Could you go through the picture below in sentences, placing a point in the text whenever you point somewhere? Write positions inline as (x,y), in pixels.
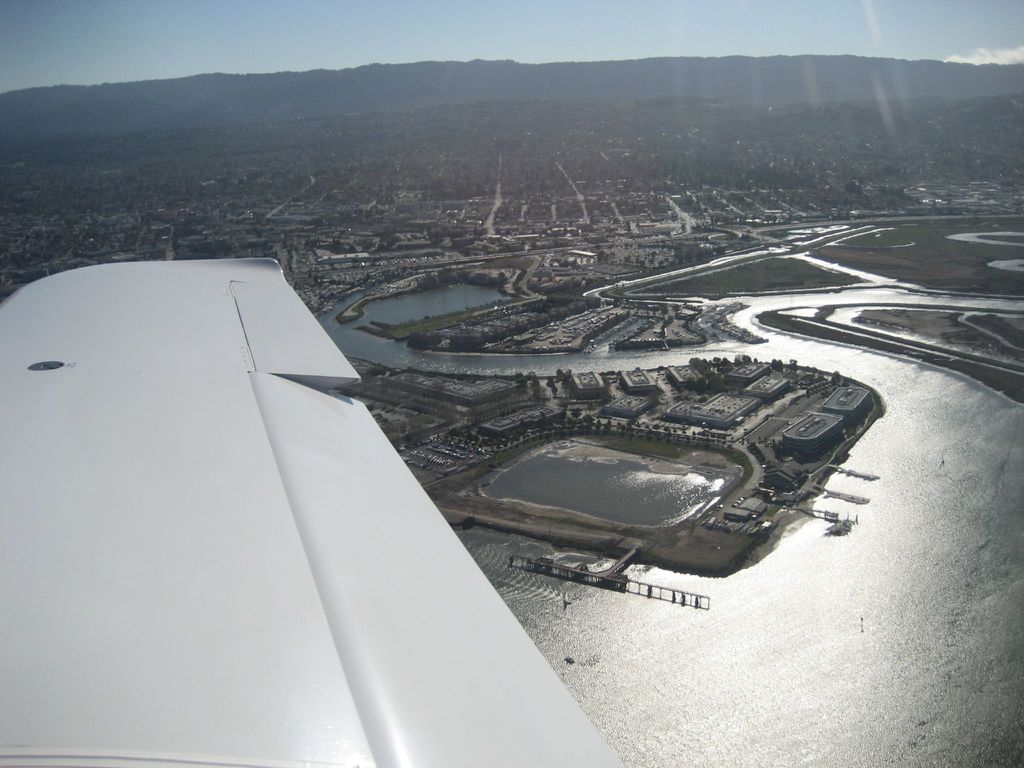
In this image we can see a top view of the picture there are some buildings (648,208), water (818,523), grass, mountains (442,81) and the sky (619,40).
